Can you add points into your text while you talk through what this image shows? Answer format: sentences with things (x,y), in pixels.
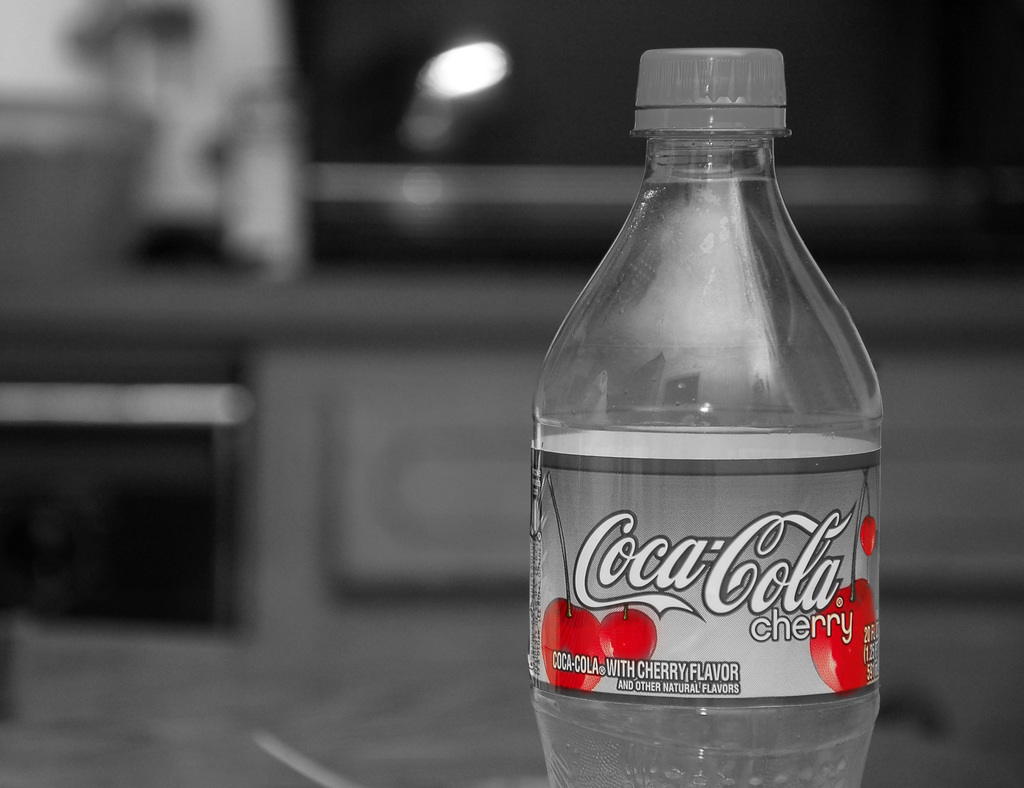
This is the picture of a bottle (687,498) on the bottle (696,571) it is written as a coca cola cherry. Behind the bottle (680,546) it is in grey.
